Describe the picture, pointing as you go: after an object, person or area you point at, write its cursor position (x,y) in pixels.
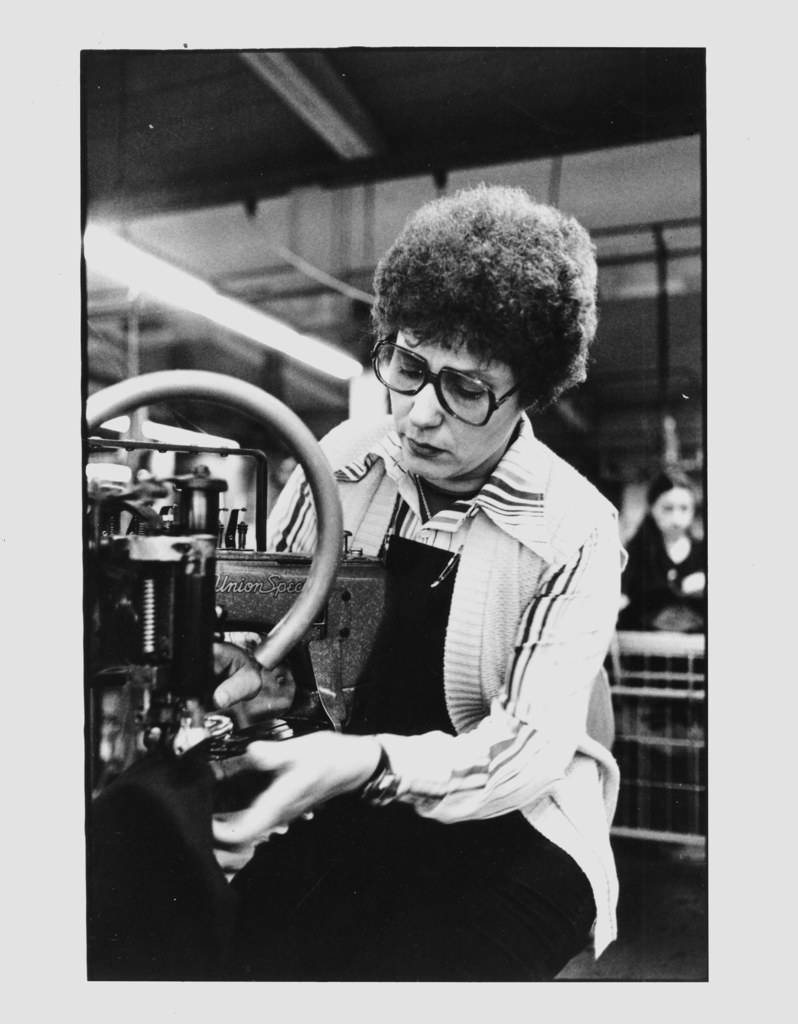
In the image we can see a woman (448,784) sitting, she is wearing clothes (433,674) and spectacles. This is a machine (210,663), behind her there is another woman (663,546). This is a light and a floor (660,945).
